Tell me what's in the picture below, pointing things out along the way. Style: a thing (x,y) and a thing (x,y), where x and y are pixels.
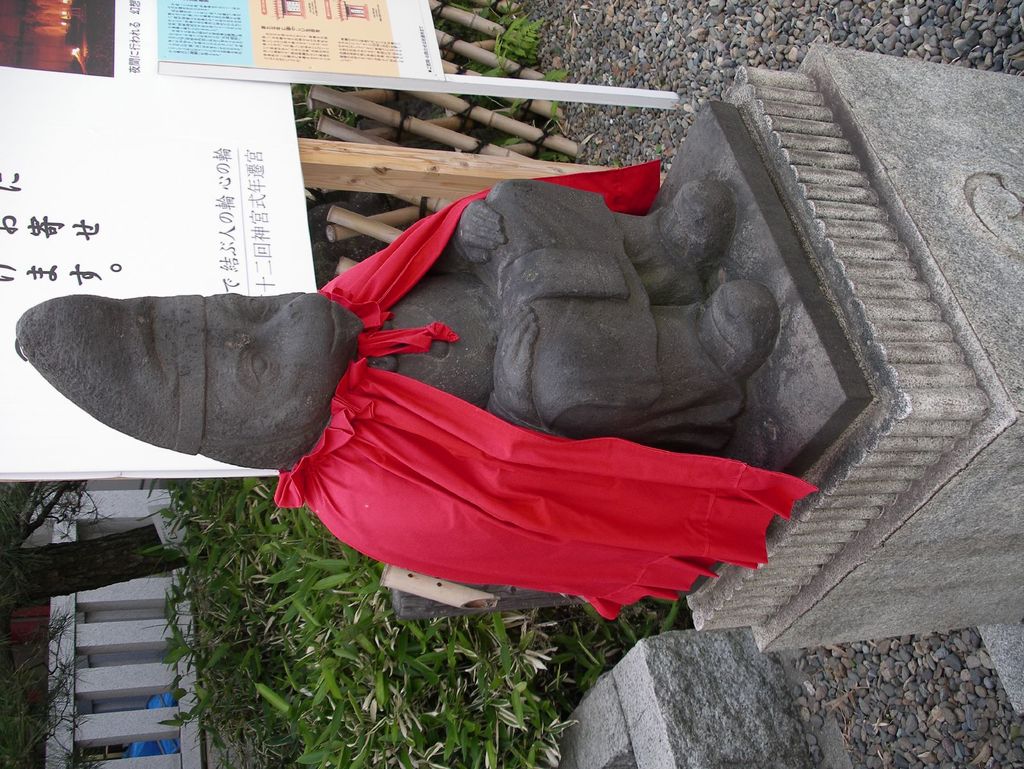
This is a rotated image. In this image we can see there is a statue (203,447), behind the statue (487,360) there is grass (186,546), trees (117,566), railing (125,587) and building (11,635), beside the statue (505,381) there are a few banners (116,82) and some wooden sticks (334,153) arranged on the surface (571,52) of the rocks (598,72).
